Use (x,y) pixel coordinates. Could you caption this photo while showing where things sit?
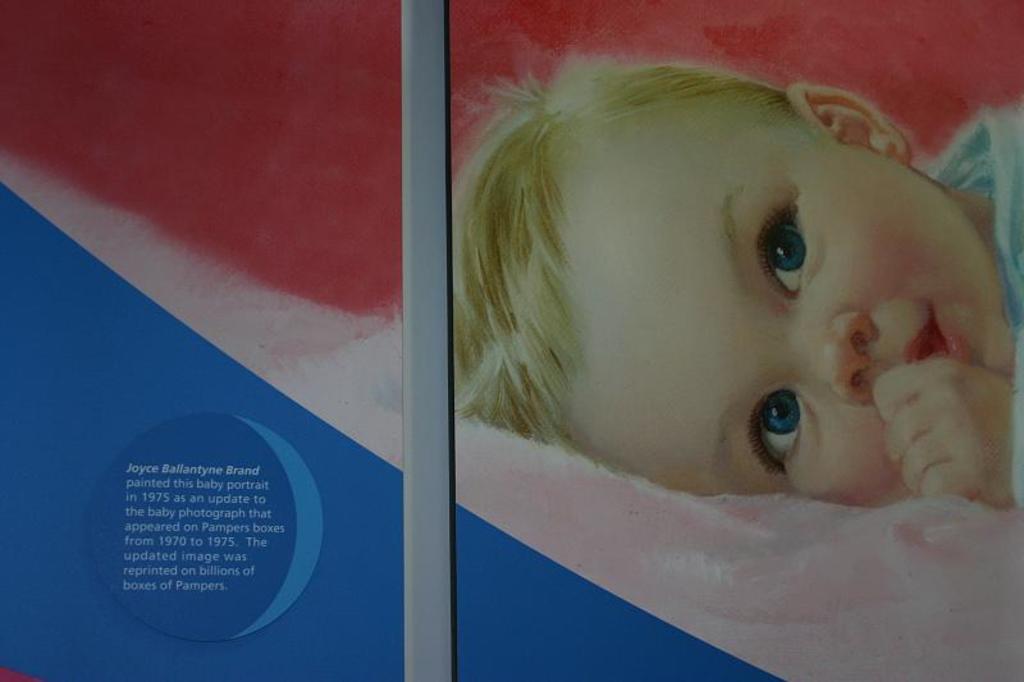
This image is a painting in this image we can see a kid (815,358) and there is a cloth (805,567). We can see text (214,538).
